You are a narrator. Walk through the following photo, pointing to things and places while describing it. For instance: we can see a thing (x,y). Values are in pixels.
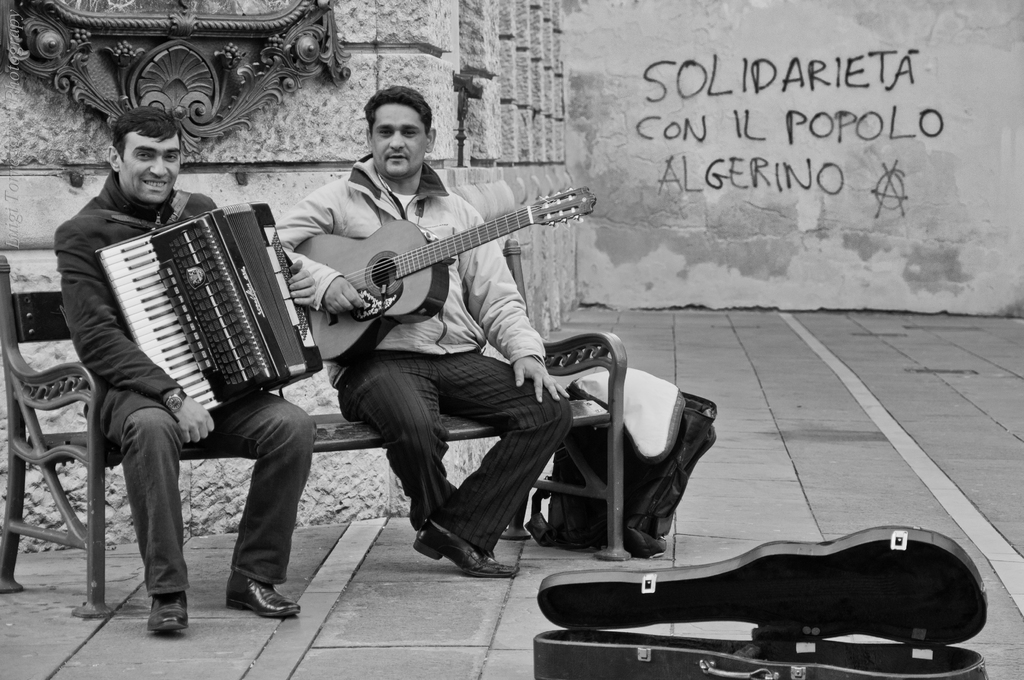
Here we can see two men (190,400) sitting on a bench (105,587), the person (393,400) on right side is holding a guitar (352,330) and the person (147,425) on the left side (238,261) is holding another musical instrument (205,245) and in front of them we can see the box (589,673) of guitar (320,317) and beside them we can see a bag (639,428) and behind them we can see a wall (950,194) written something on it
